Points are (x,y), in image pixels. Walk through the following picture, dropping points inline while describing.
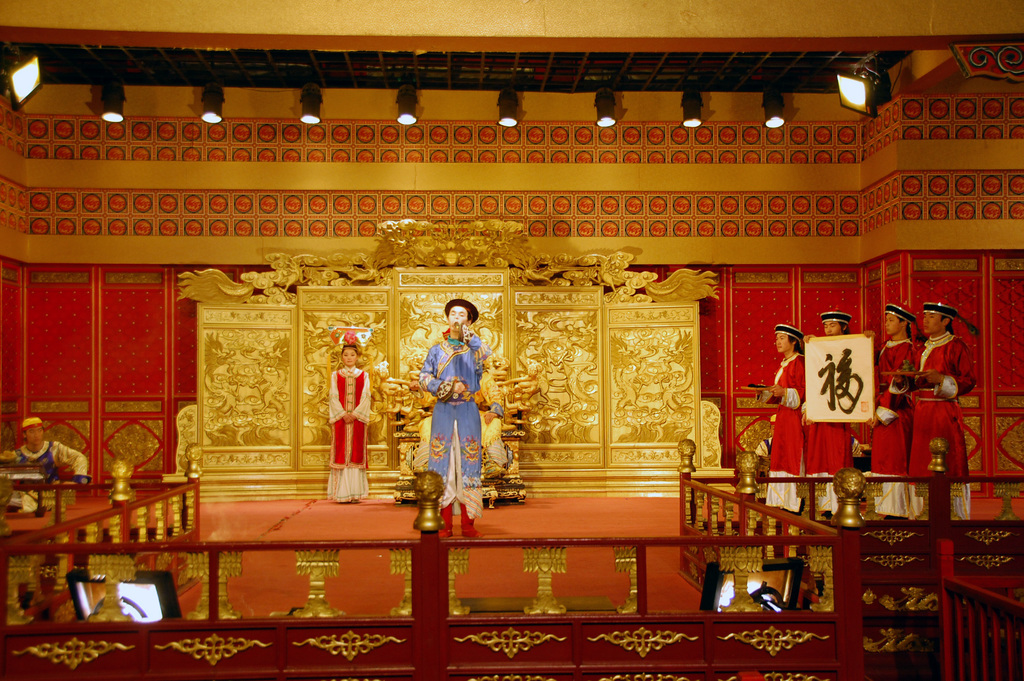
In this picture we can see a group of people (481,417) in the fancy dresses (474,455). In front of the people (353,442) it is looking like a fence (731,607). Behind the people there a gold object (327,433) and a wall (467,122).
